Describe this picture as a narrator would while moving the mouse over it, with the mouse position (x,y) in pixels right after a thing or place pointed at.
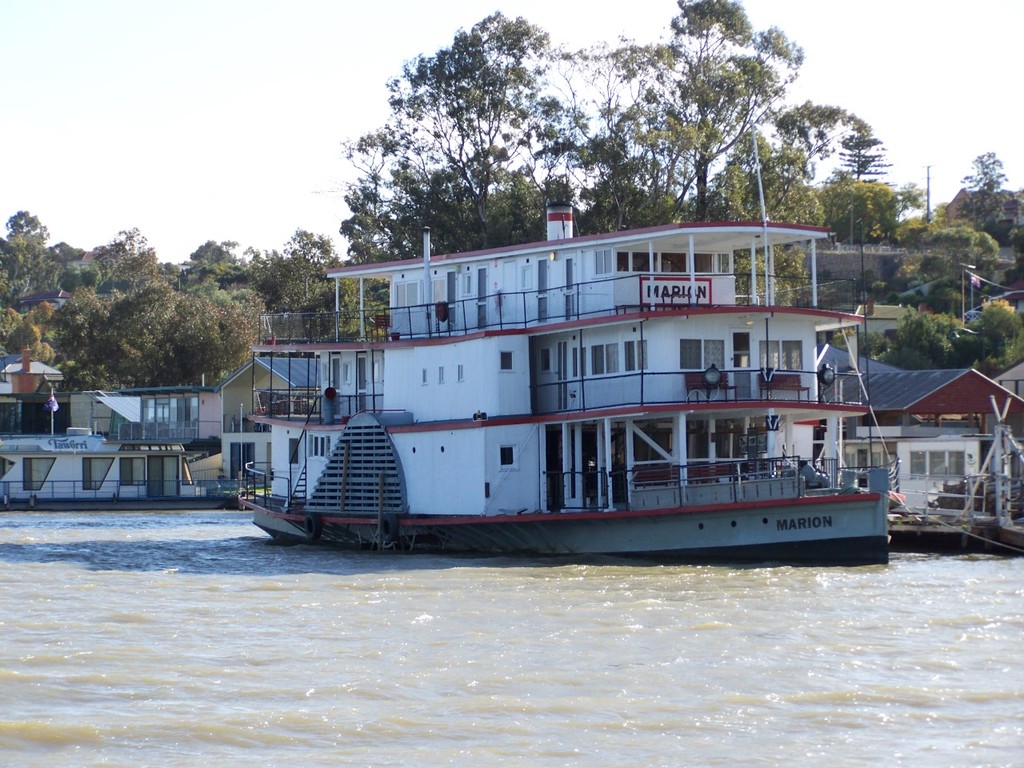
In this image there are ships (240,485) in a river (508,630) in the background (107,325) there are trees (426,219) and a sky (564,1).
